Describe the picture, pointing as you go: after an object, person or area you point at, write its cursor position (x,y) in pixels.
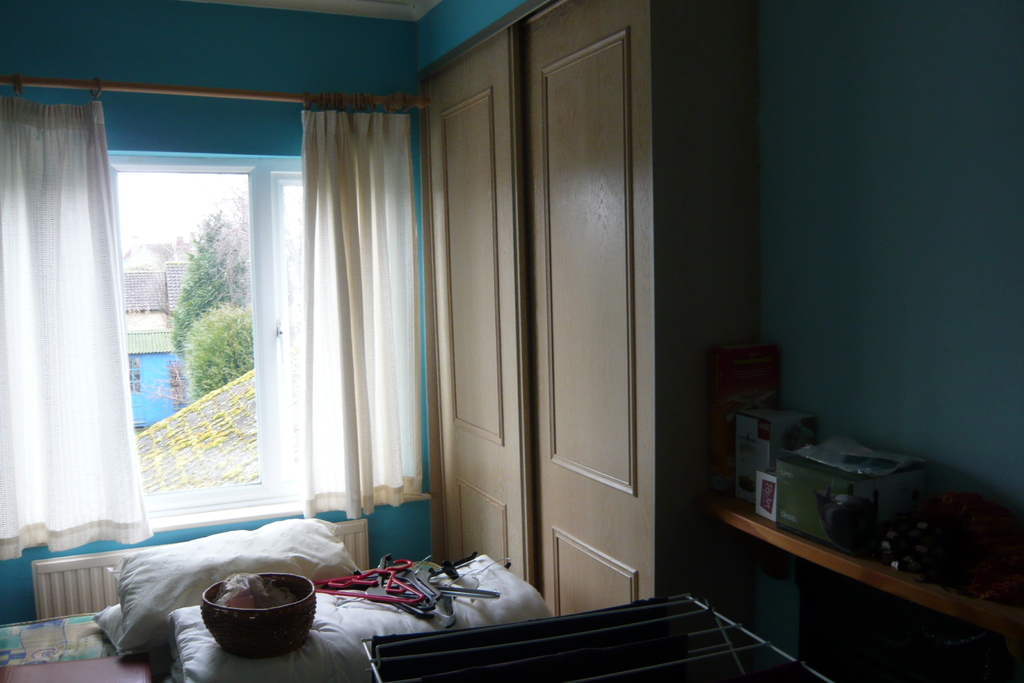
There are pillows (151,567), hangers (345,593), cupboards (525,483) and other objects (602,621) in the foreground area of the image (510,468), there are curtains (309,309), windows (278,239), houses (171,253) and trees (205,309) in the background (160,360).
